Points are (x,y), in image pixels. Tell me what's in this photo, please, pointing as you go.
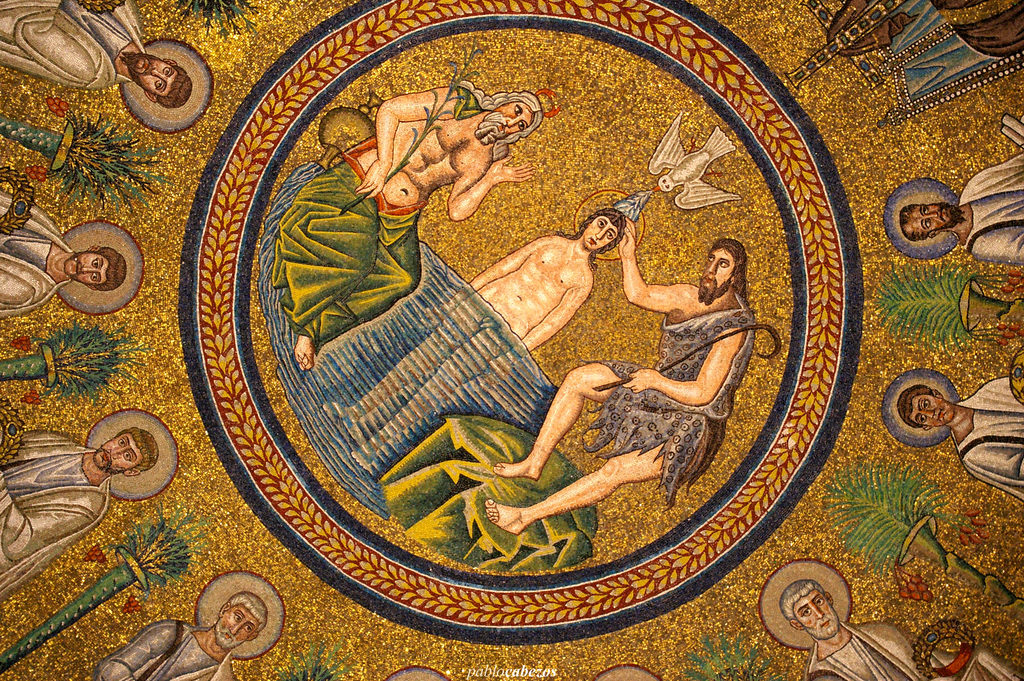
This is a painting. In this image we can see some persons (315,257), bird (682,171), grass (721,648), poles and other objects (924,33). On the image there is a watermark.
